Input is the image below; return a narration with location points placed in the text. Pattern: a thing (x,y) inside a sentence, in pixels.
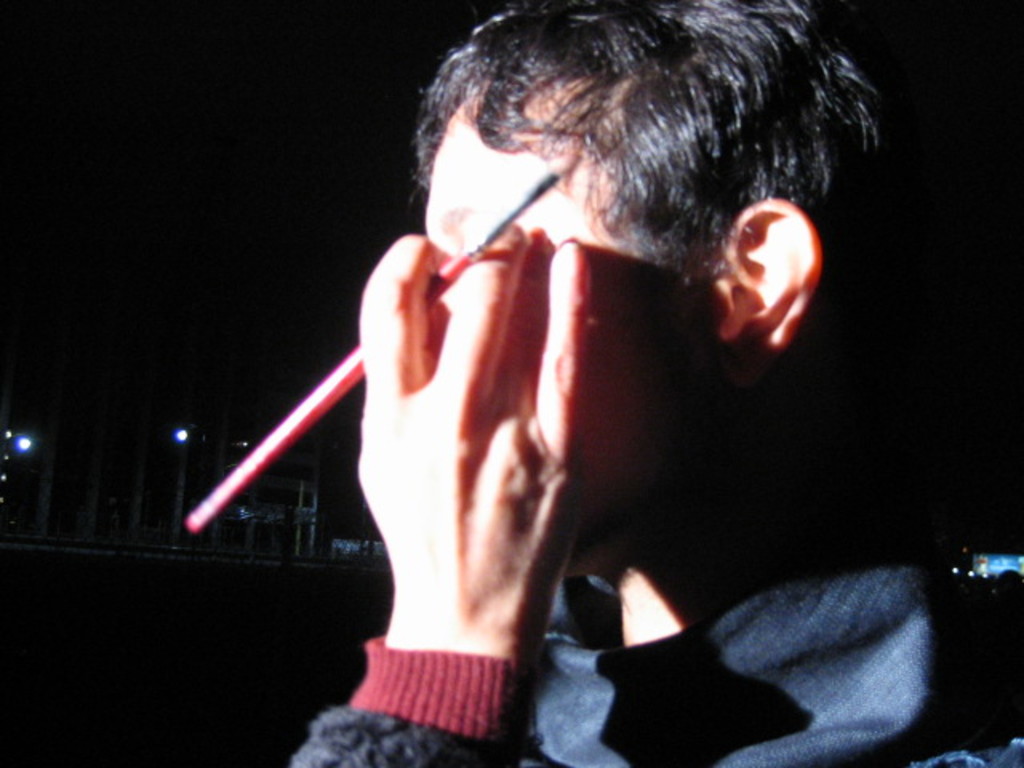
In this picture we can see a person (399,465) is holding a brush (340,373). Behind the person (563,461), those are looking like buildings (262,515) and lights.
